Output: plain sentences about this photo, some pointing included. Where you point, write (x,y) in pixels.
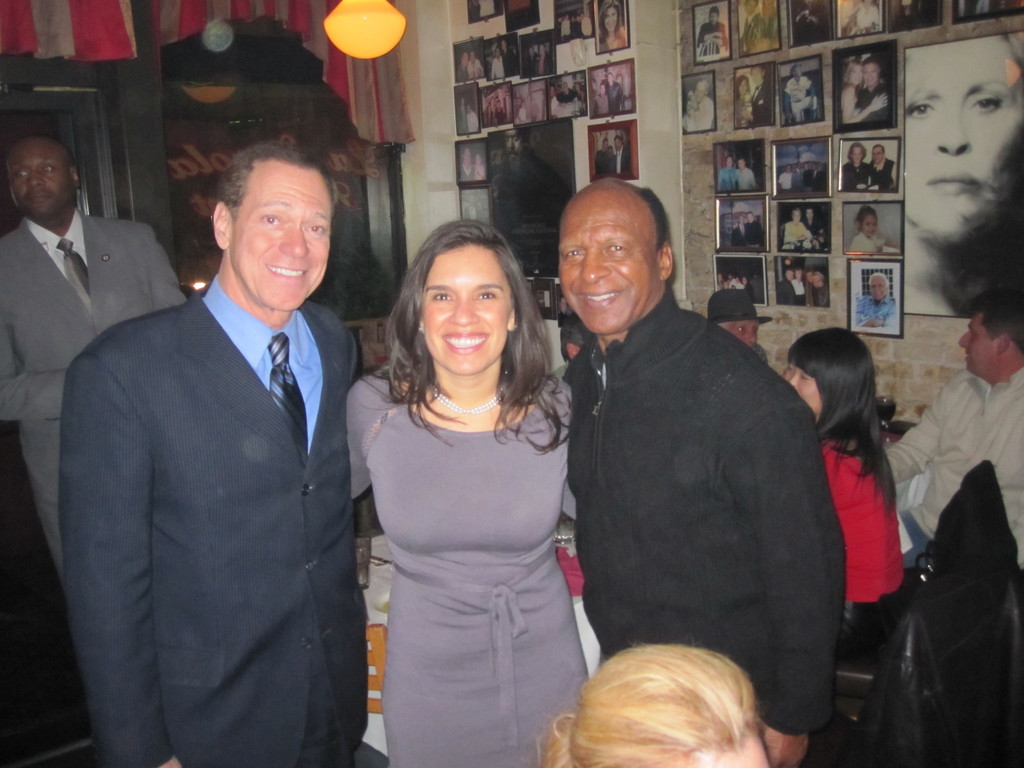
In this image I can see three people (480,487) standing and smiling. These people (286,362) are wearing the different color dresses (274,542). In the back (43,140) I can see few more people (134,246) with different color dresses (84,311). I can also see frames (507,228) and posters (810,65) to the wall (646,60). I can also see the curtain (368,95) and light (342,11) in the top (347,91).
